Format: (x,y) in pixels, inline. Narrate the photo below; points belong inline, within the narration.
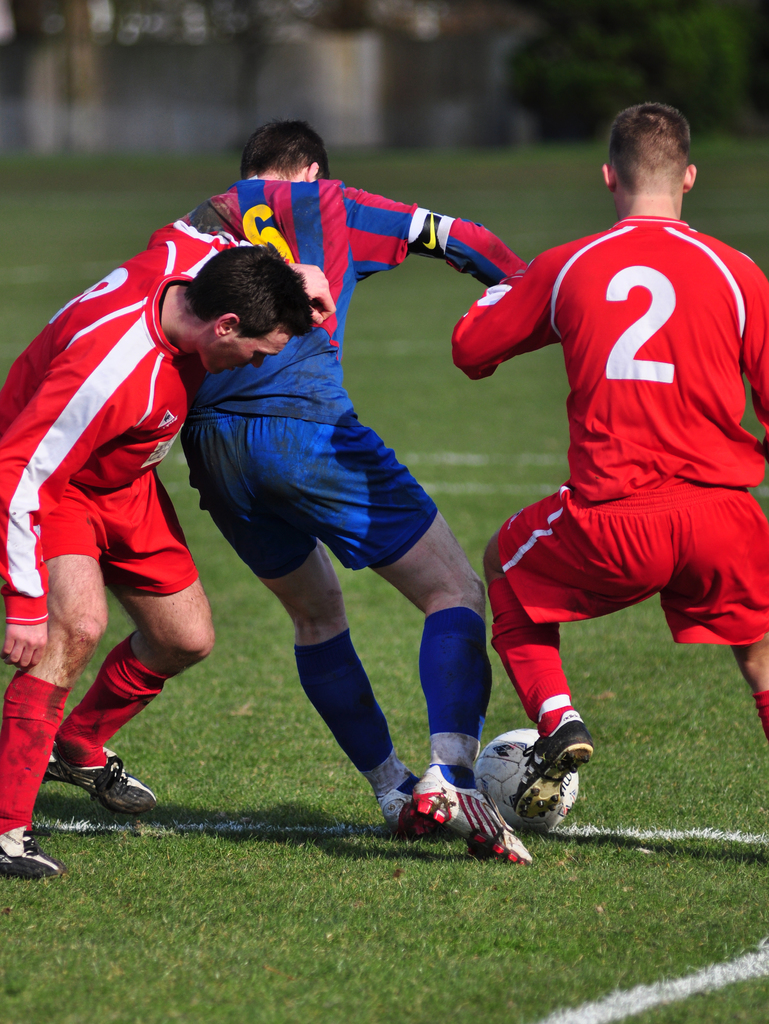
In this image i can see 2 persons (131,560) in red jersey (604,470) and a person (323,224) in blue jersey (328,218) are playing a football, and i can see a football (565,815) over here. In the background (497,397) i can see the ground (497,397), the wall (235,95) and few trees (650,82).
